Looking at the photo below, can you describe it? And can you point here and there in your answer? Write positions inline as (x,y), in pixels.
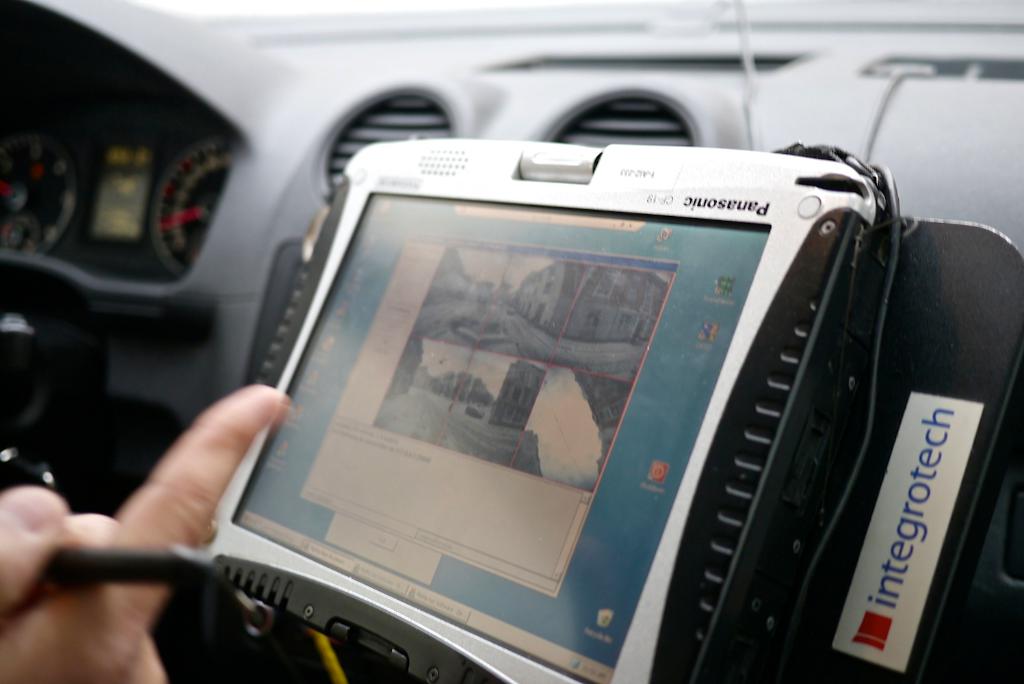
In this image, we can see a cockpit (295,132). There is a person hand (152,544) in the bottom left of the image (175,528). There is a gadget (627,180) in the middle of the image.
